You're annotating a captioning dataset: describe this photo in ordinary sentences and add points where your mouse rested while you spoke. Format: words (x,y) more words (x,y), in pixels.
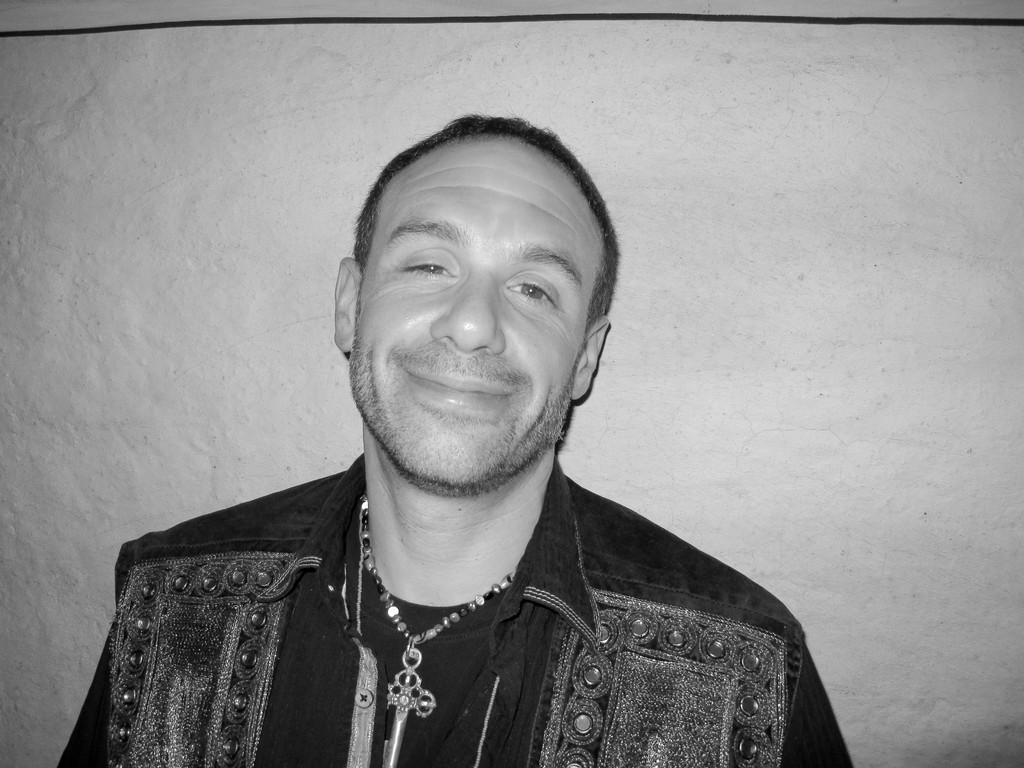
In this image I can see the person (398,478) with the dress (336,614) and he is wearing the chain (416,667). And in the back (342,198) I can see the wall (343,130). And this is a black and white image.
